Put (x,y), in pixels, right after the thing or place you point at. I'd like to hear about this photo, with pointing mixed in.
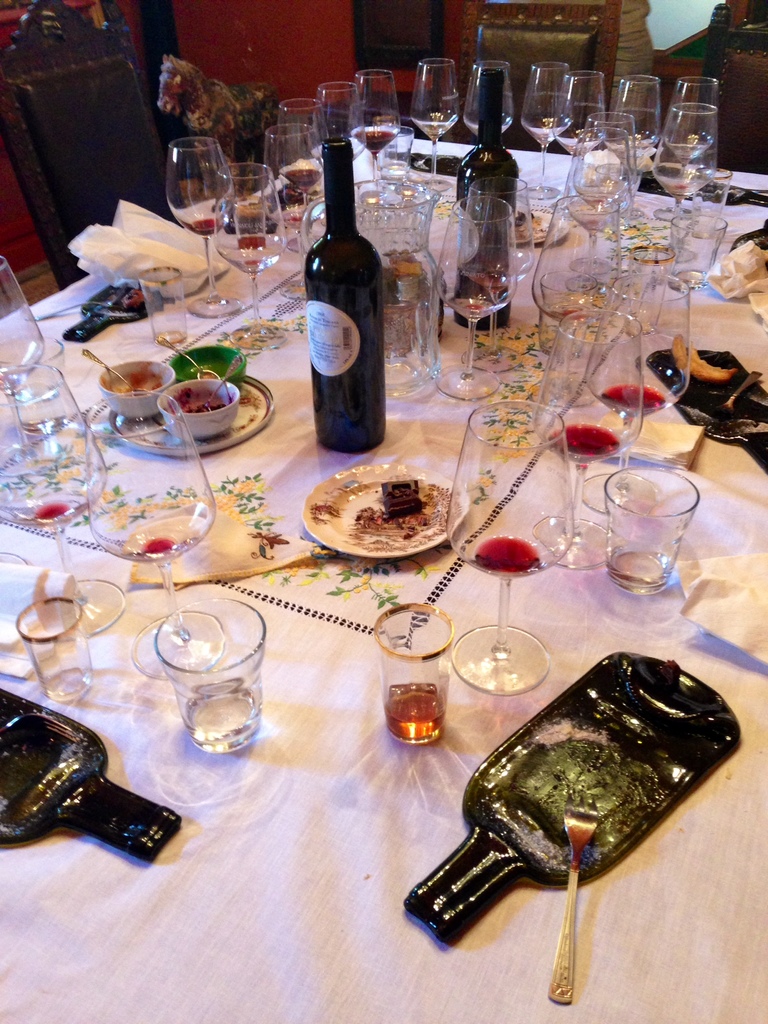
In this image, In the middle (305,486) there is a table (317,826) on that there is a plate (357,544), glasses (468,295), bottles (314,334), tissues (177,253) and some other food items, around the table (169,735) there are some chairs (41,115).
